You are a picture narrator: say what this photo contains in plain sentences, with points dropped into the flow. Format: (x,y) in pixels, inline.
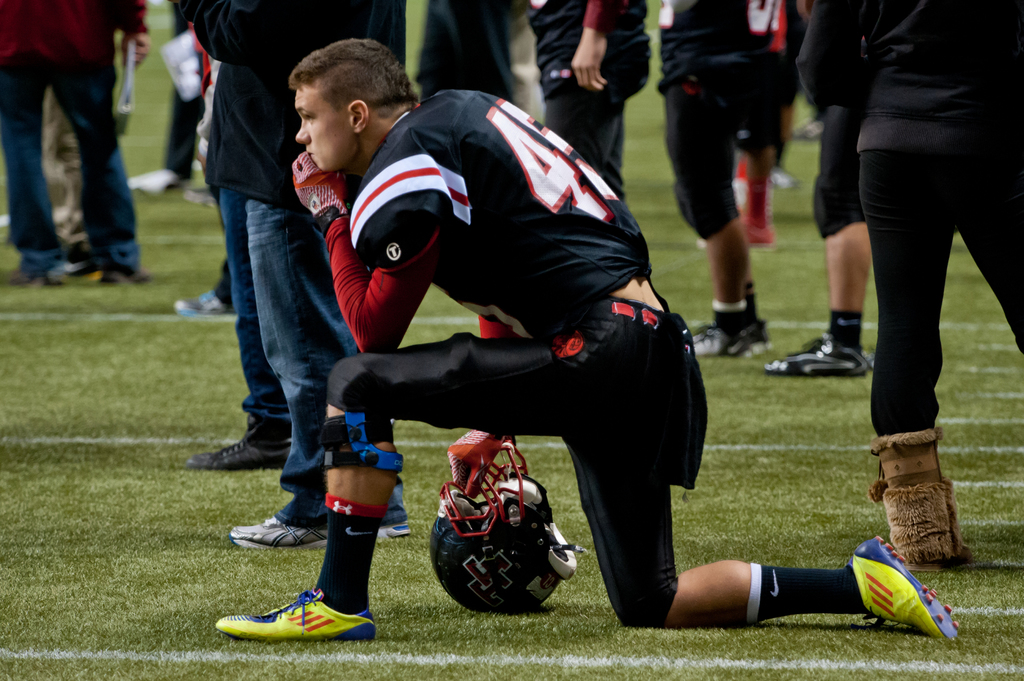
In this picture we can see a man (460,358) wearing a glove (307,188) and holding a helmet (495,550). This helmet (501,542) is visible on the grass (315,642). We can see a few people (605,41) standing in the background (941,75).
